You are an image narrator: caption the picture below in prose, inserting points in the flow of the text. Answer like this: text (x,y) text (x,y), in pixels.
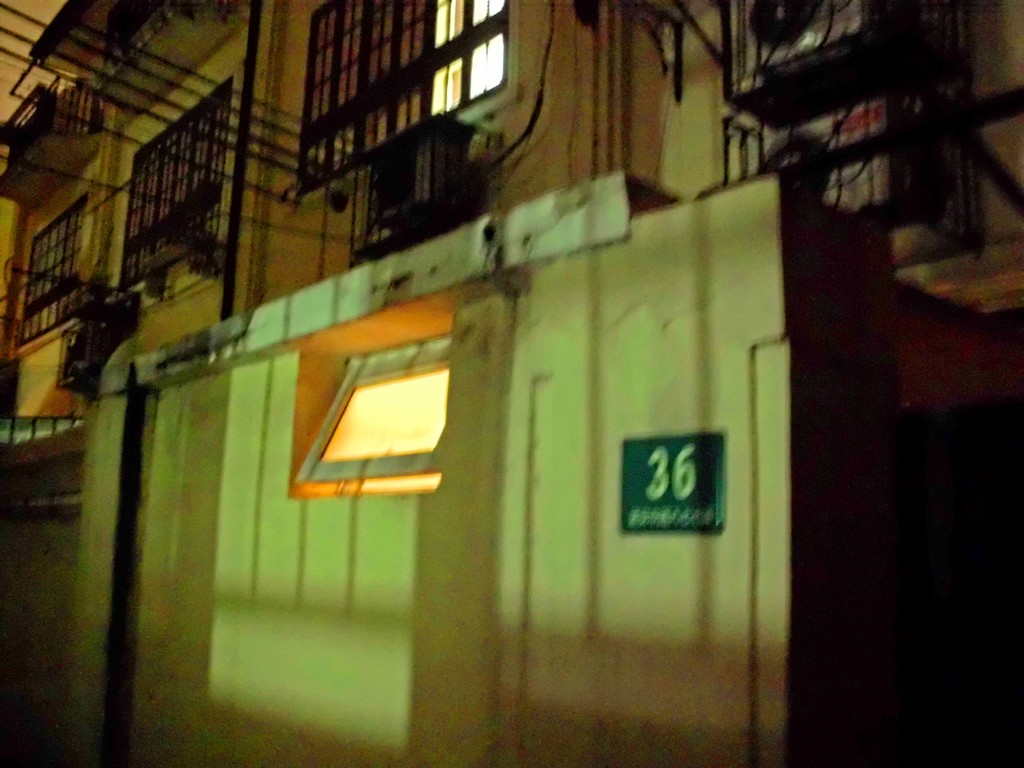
In this image we can see building (290,216), small room (279,555), windows (63,317), mesh gates (203,137), wires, air conditioners (876,116), a small board (646,524) on the wall (617,463) and other objects (730,6).
